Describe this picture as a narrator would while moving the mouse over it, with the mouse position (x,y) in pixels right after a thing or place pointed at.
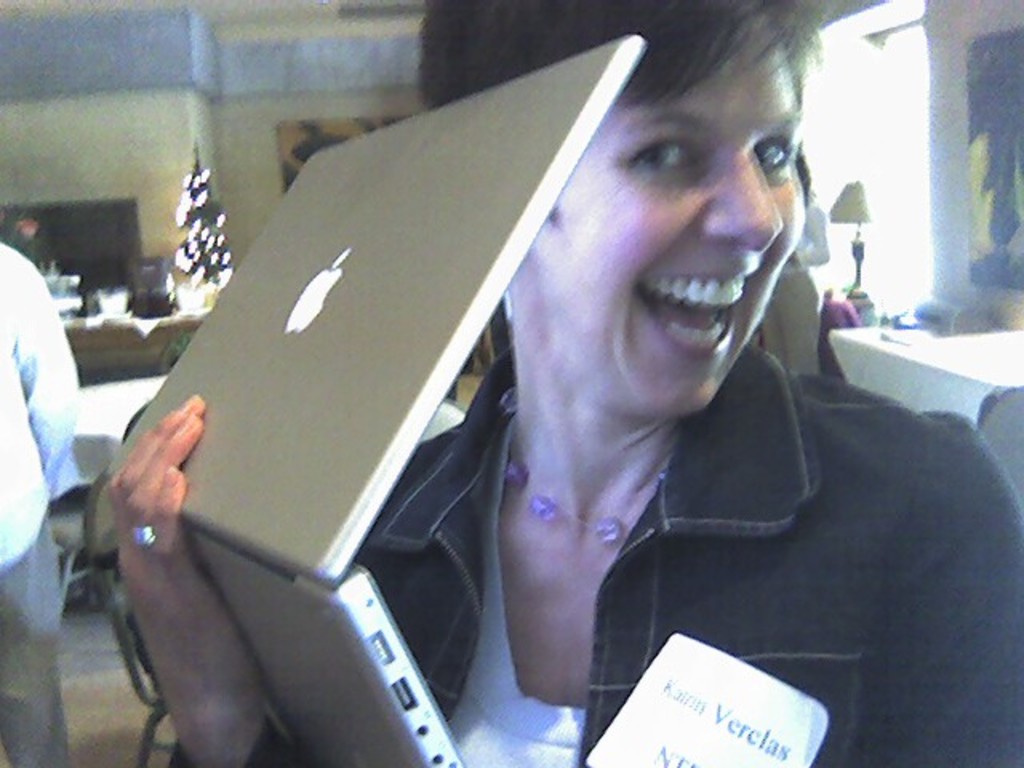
This image consists of a woman (619,442) wearing blue jacket (630,587) and holding a laptop (325,652). In the background (106,341), there are tables (106,353) and chairs (985,403). To the right (937,115), there is a wall (1008,192) along with window (878,79).
